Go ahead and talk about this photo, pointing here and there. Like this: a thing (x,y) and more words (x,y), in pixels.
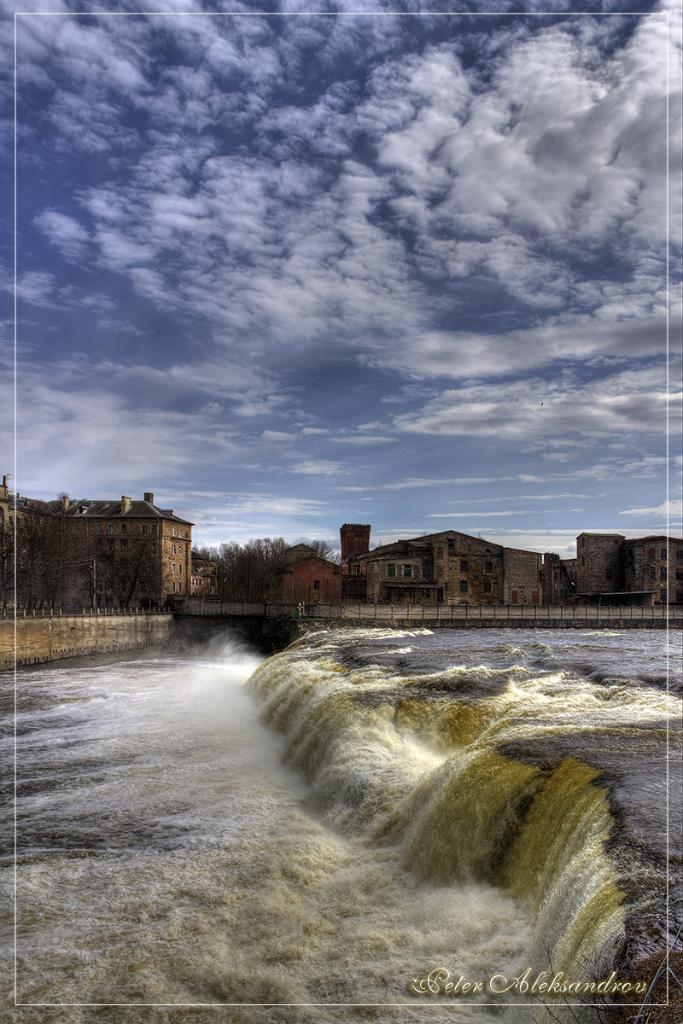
In this picture I can see water (460,685), a bridge (329,604), buildings (423,546), trees (156,563), poles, and in the background (233,323) there is sky (364,437) and a watermark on the image.
